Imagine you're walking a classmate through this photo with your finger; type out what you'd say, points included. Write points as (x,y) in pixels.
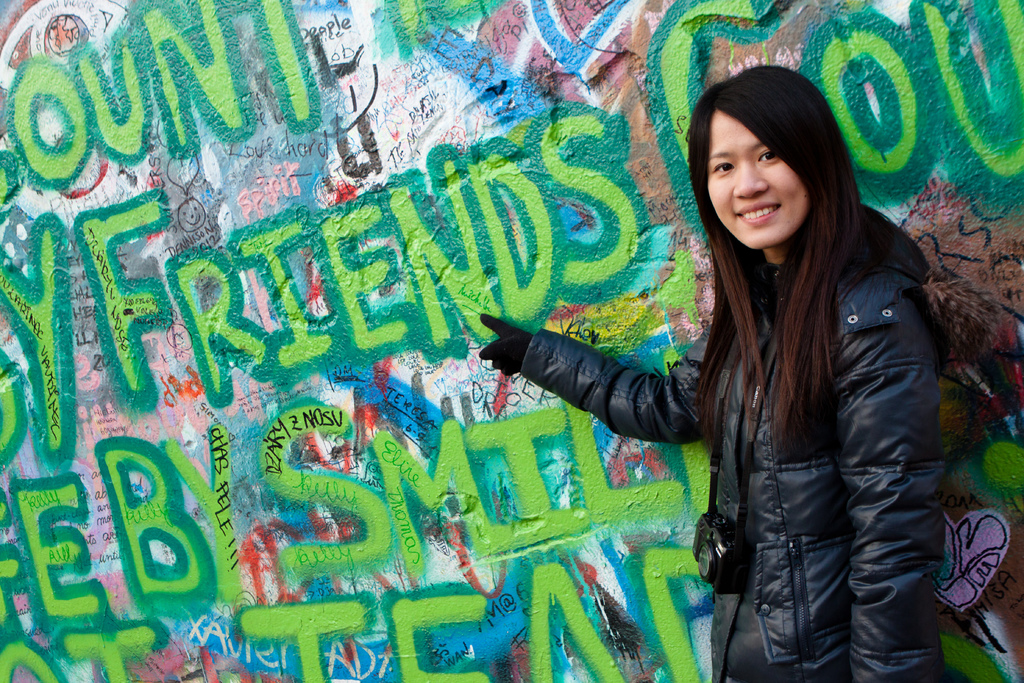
In this image I can see the person (857,464) standing and wearing the jacket (881,533) and camera (704,545). To the side of the person (924,443) I can see the wall (308,310). On the wall (372,320) I can see many names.
